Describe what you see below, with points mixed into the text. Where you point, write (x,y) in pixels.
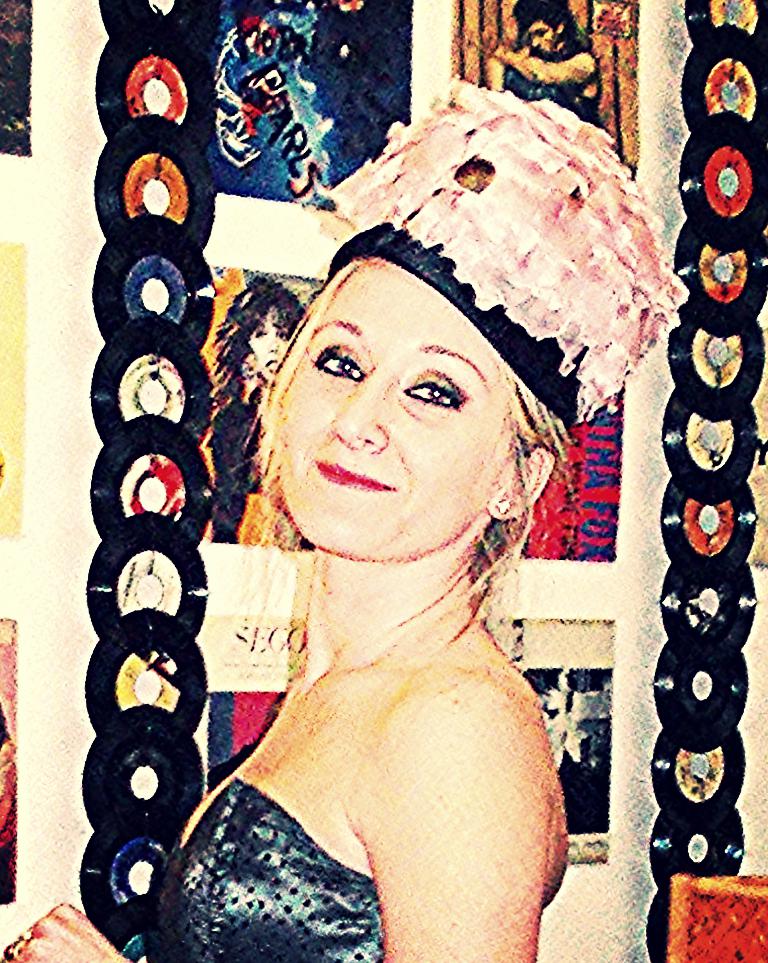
In this image we can see a woman (383,796) standing. On the backside (218,639) we can see some pictures (209,648) and discs (194,711) on a wall (67,531).
